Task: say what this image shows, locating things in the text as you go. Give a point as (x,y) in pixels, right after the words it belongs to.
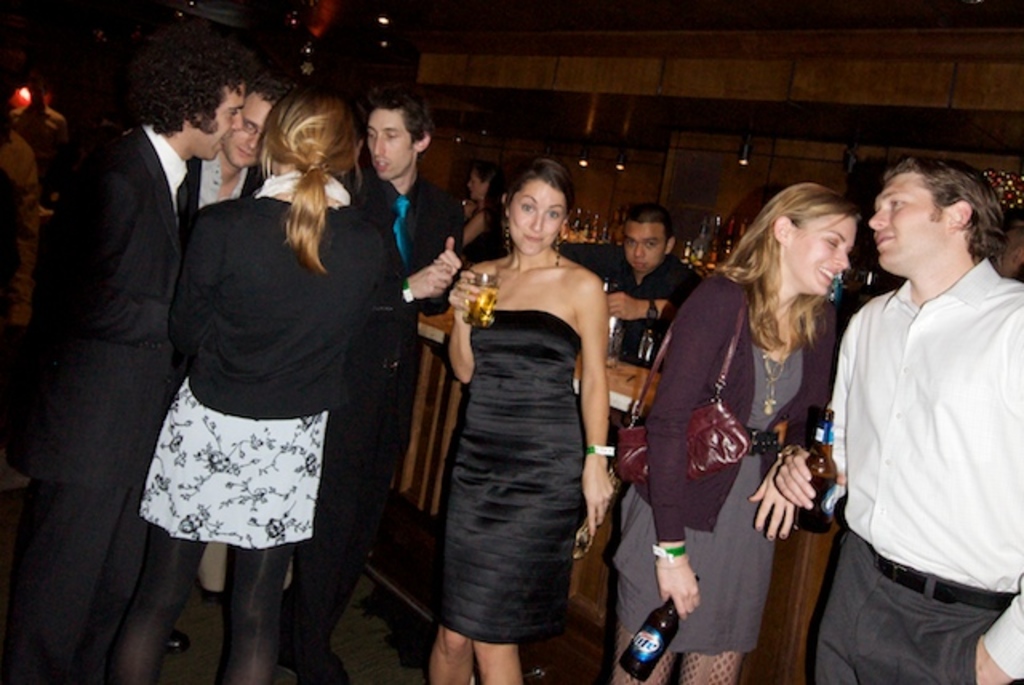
In this image I can see number of persons (298,330) are standing on the ground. I can see few of them are holding glasses (479,281) and bottles (826,475) in their hands (805,493). In the background (739,229) I can see few bottles (700,263) in the rack (680,250), few lights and the wall (516,83).
